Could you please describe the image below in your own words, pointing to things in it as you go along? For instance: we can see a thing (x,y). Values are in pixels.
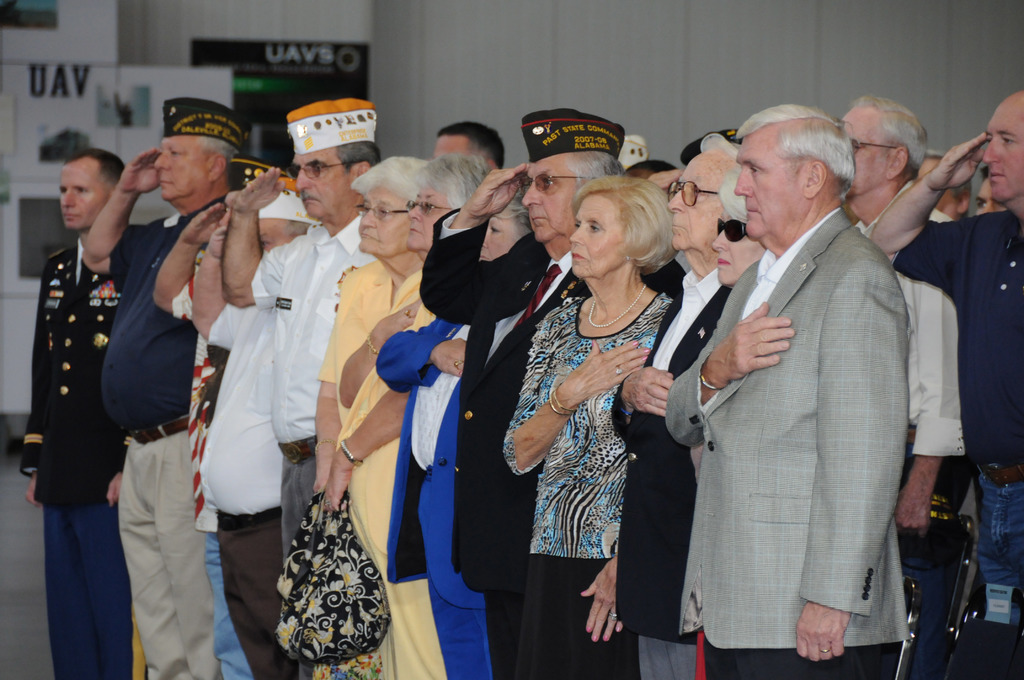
In this image I can see a group of people (479,379) standing. In the background (149,118), I can see the boards (183,86) with some text (75,82) written on it. I can also see the wall (594,60).
